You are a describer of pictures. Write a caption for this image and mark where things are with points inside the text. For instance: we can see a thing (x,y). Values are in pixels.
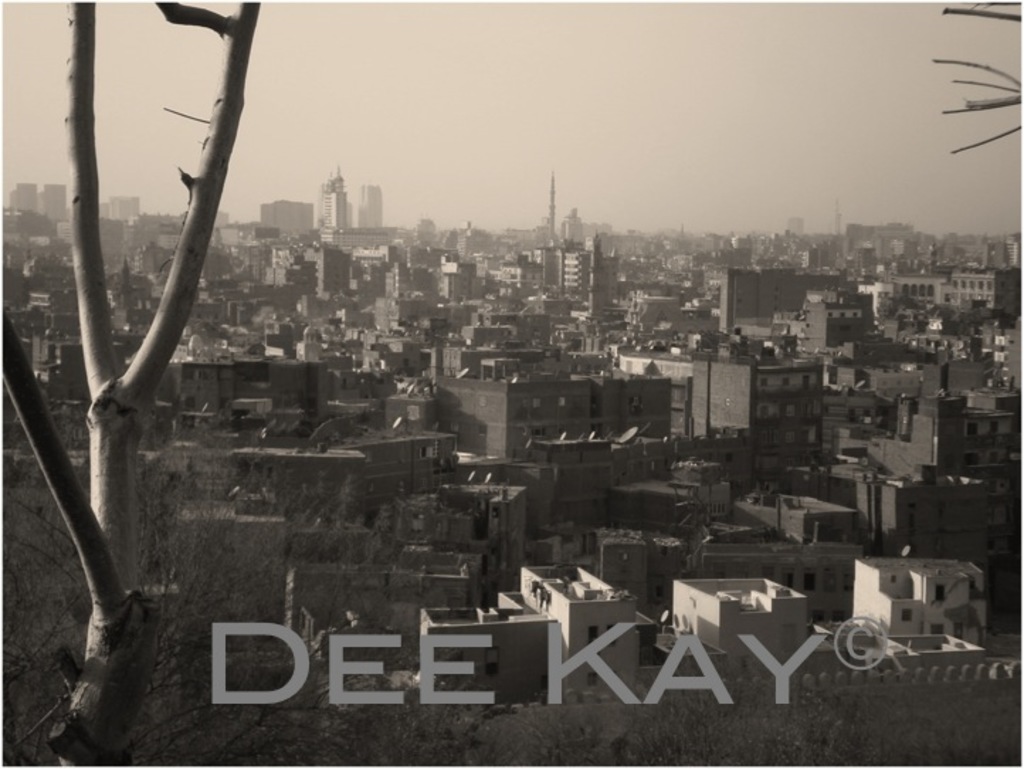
This is a picture of the city (250,265), where there are buildings (443,477), trees (141,667), and in the background (828,119) there is sky (685,27) and a watermark (393,658) on the image.
